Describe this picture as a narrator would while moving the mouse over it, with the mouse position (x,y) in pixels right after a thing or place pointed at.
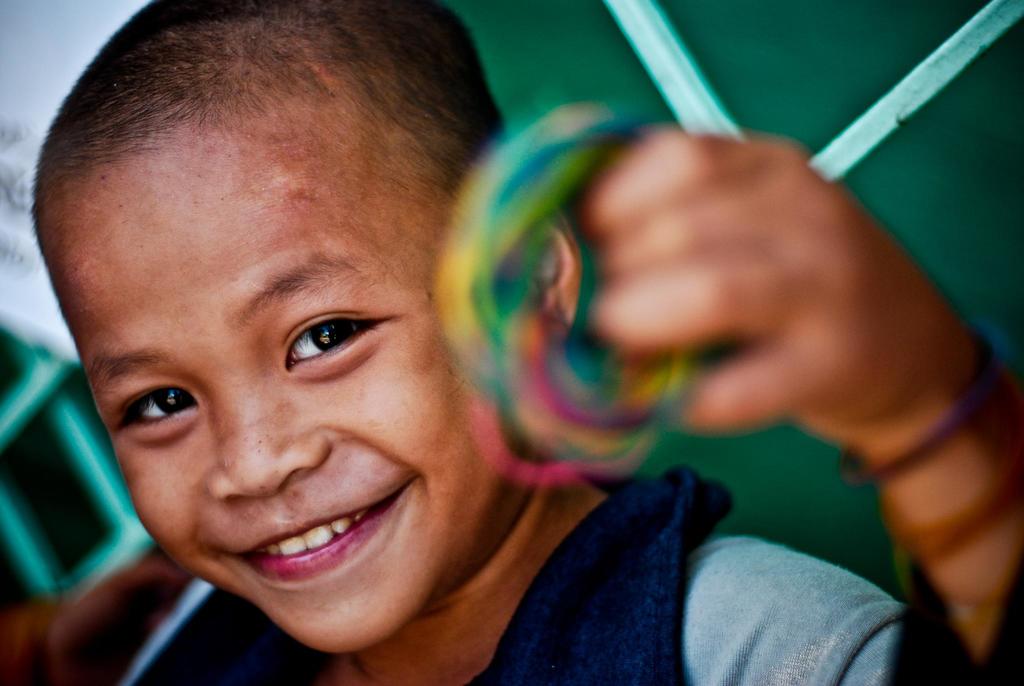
In this picture I can see a boy (360,200) holding something in his hand (620,161) and looks like a metal grill (681,68) in the background (964,36).
